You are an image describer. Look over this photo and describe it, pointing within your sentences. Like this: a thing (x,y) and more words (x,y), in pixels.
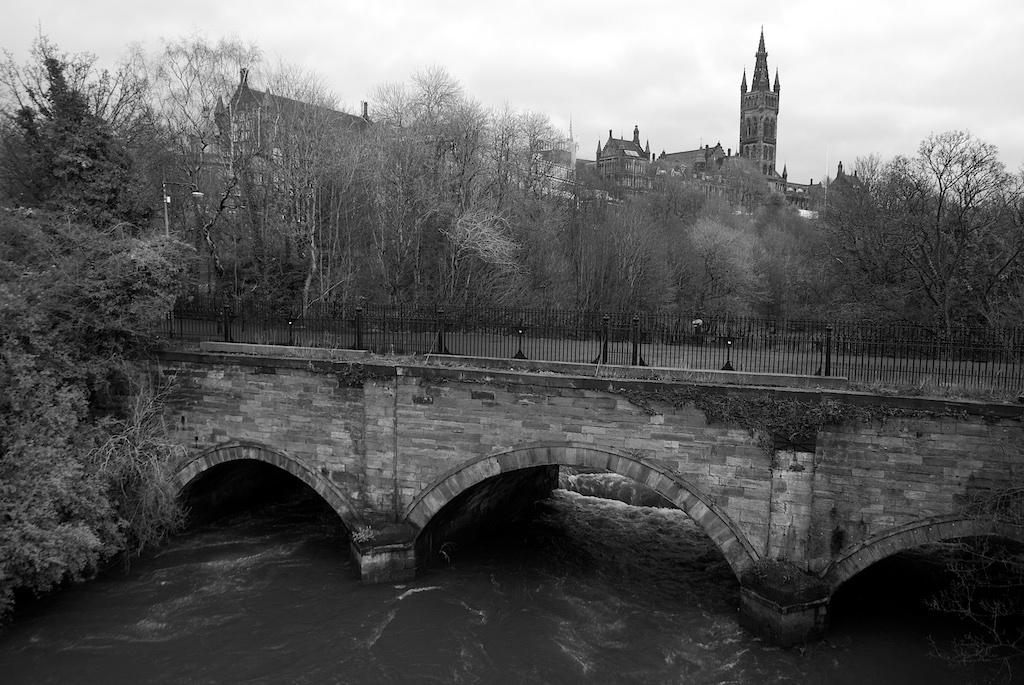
In the foreground of this black and white image, there is a bridge (754,435) under which water (512,608) is flowing. In the background (267,246), there are trees (611,231), few buildings (564,156) and the cloud (628,56).
